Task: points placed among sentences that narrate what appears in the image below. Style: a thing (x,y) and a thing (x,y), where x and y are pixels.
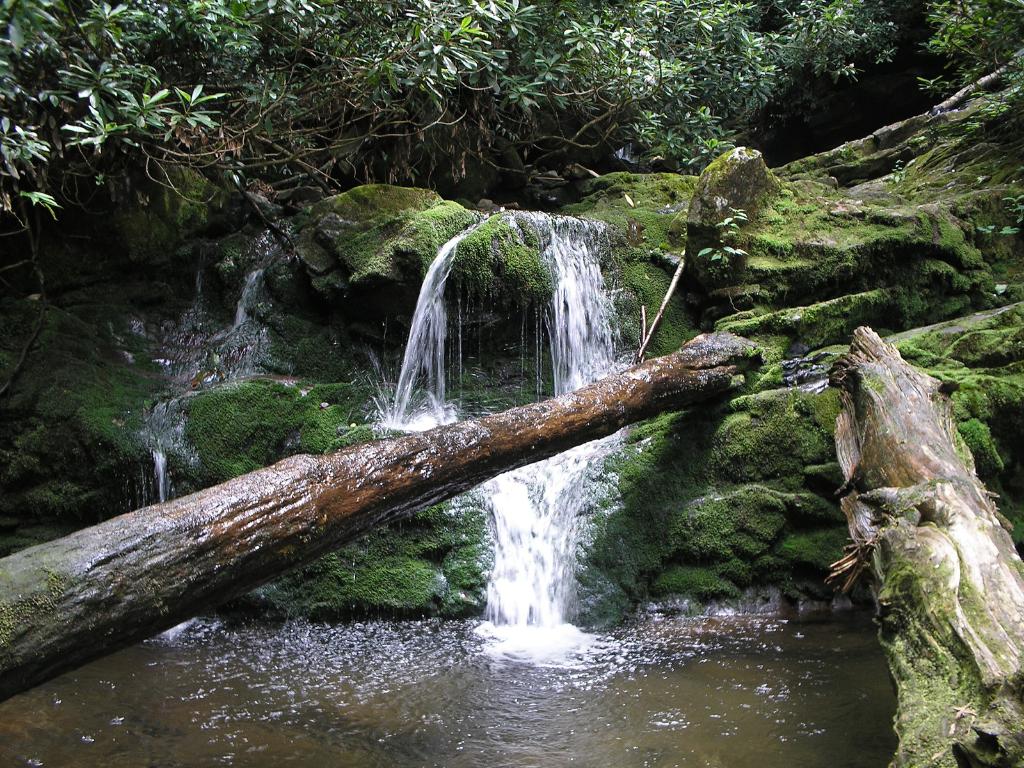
In this picture we can see tree trunks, water (582,675), grass (639,263) and in the background (678,126) we can see trees (683,144).
